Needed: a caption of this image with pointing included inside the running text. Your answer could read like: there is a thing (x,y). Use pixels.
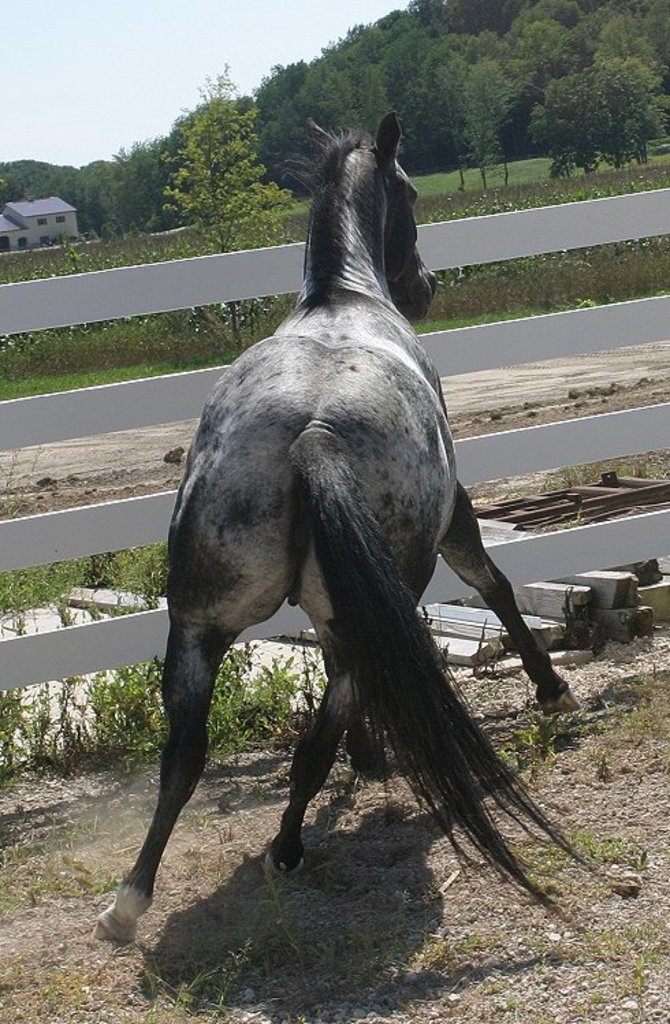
In this image I can see a horse (259,544) on the ground (363,997). In the background (583,9) there are many trees (269,99) and a house (41,238). In front of the horse (384,483) there are some wooden sticks (544,623) placed on the ground (523,712). At the top of the image (129,60) I can see the sky (19,72).
